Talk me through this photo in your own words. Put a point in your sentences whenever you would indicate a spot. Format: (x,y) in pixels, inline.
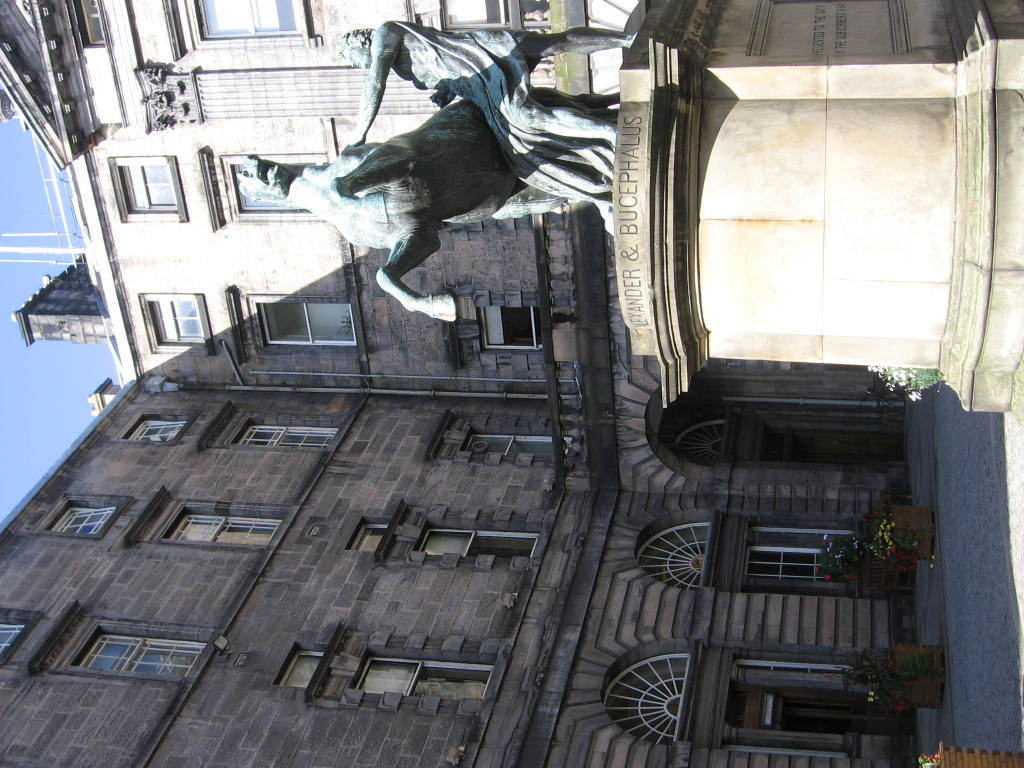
In this picture we can see the statue (404,53) of a person (478,97) and horse (496,197) which is kept on this wall (692,206). At bottom (495,597) there is a building (584,553). On the building (507,423) we can see the windows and doors (862,445). In front of the building (691,611) we can see plants (896,387), flowers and pots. On the left (11,160) there is a sky (55,227).
